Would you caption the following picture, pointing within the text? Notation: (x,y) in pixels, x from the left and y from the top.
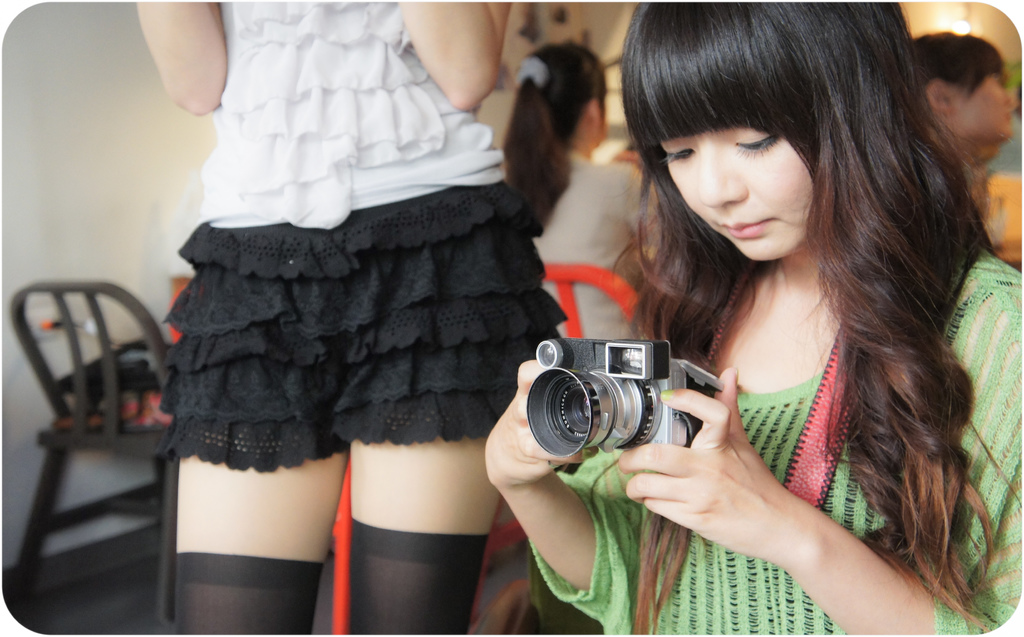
In this picture we can see a girl (810,180) with long hair (862,379) holding a camera (612,437) in her hands (642,467). On the background (567,198) we can see persons (587,160) sitting on chair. Here we can see one women (352,143) with a white and black dress (363,139) standing near to this girl (852,436). This is a wall (61,179).
